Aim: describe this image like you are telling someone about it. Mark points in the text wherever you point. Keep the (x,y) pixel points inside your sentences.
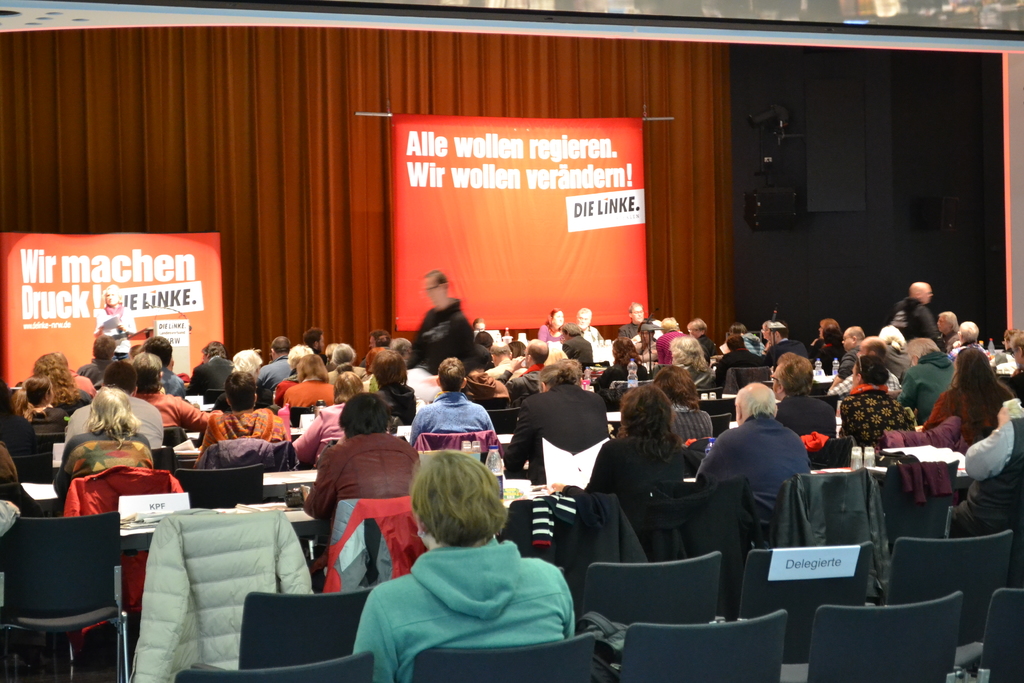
In this image I can see number of persons (391,485) are sitting on chairs (527,654) which are black in color. I can see a person (446,312) standing. In the background (51,275) I can see few banners (80,282) which are orange in color, a person (118,319) standing, the brown colored curtain (171,132) and few other objects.
